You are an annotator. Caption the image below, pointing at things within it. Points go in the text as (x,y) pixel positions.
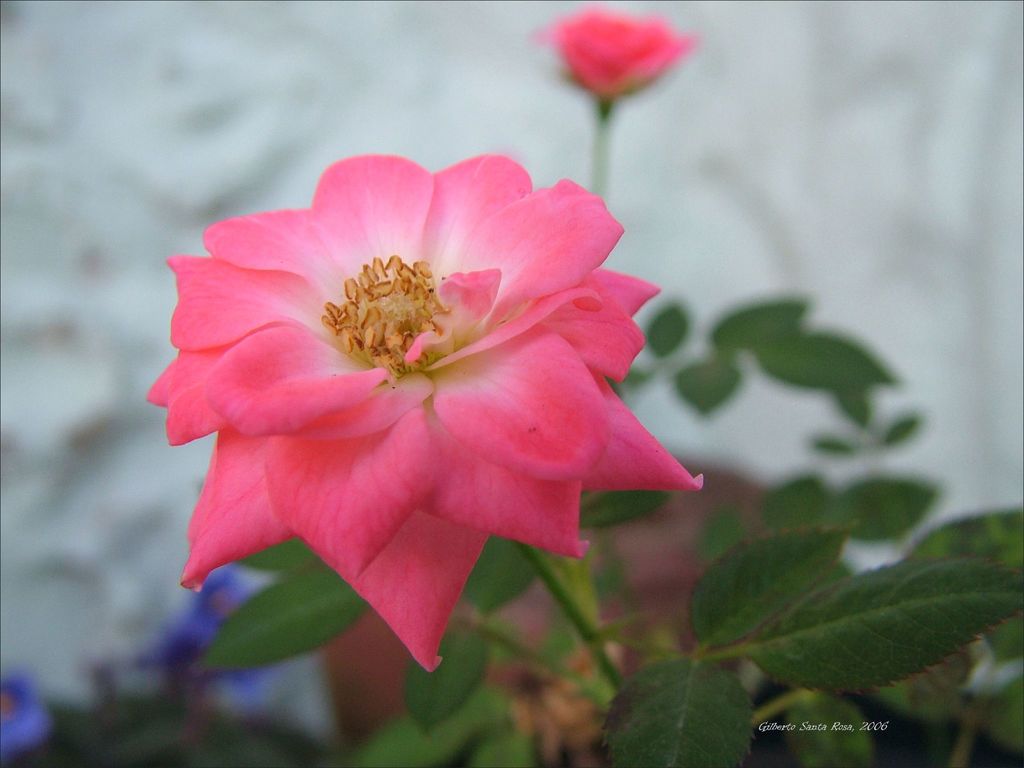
In this image, in the middle (455,299), we can see a flower (570,455) which is in pink color. On the right side (878,487), we can see a plant (720,637) with green leaves (833,652). In the background (775,430), we can also see another flower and a white color. On the left side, we can see blue color flowers (244,590).
